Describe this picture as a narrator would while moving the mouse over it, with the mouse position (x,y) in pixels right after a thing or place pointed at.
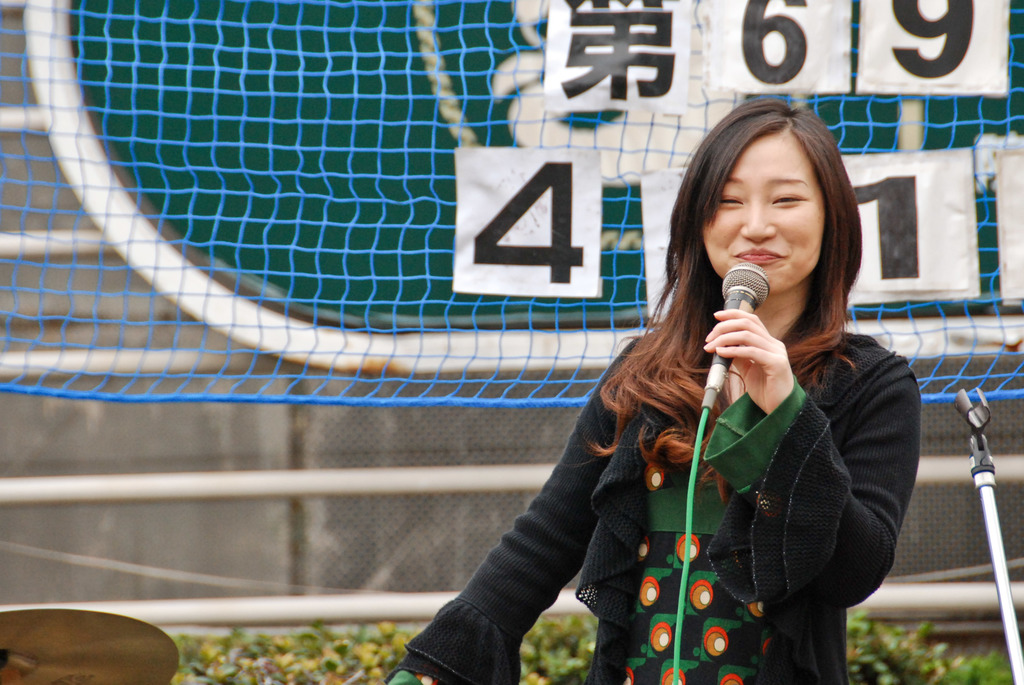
In this image I can see a woman (616,477) is standing in the front (722,393) and I can see she is holding a mic (740,270). I can also see she is wearing black and green colour dress (682,544) and on her face (748,257) I can see smile. On the right side of this image (1005,606) I can see a mic stand (960,394) and on the left side (156,665) I can see a brown colour thing (62,609). In the background (309,659) I can see few iron bars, blue colour net (311,289), number of plants (334,670), number of papers (516,245) and on it I can see something is written.
